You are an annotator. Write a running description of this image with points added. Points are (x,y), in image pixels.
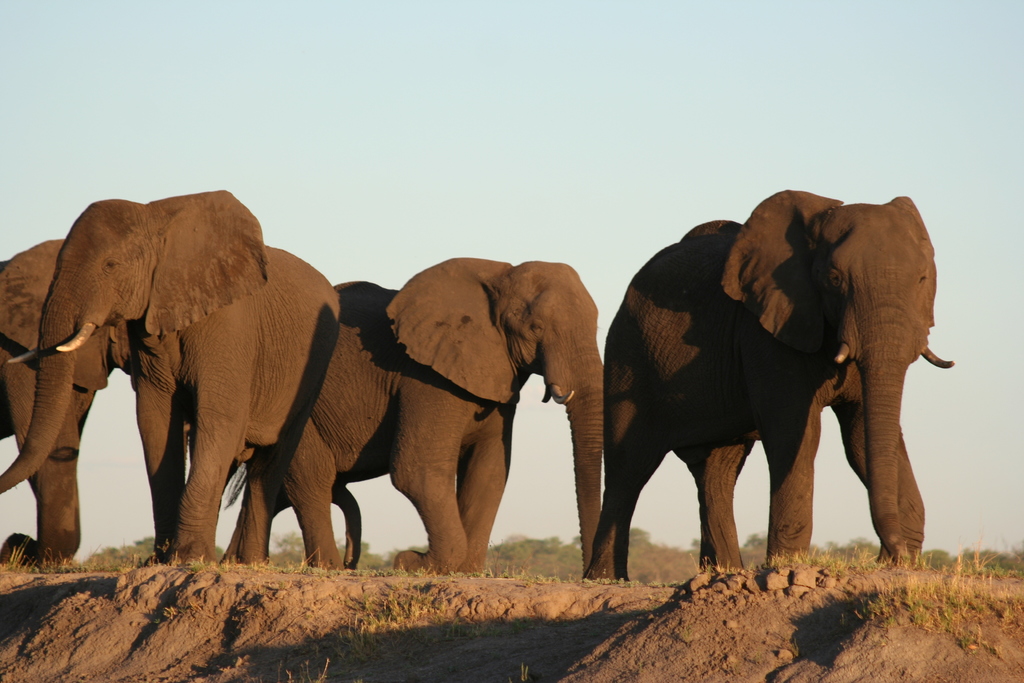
In this picture we can see four elephants (347,414) are walking, at the bottom (452,610) there is soil (727,633), in the background (692,558) we can see trees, there is the sky (573,201) at the top of the picture (460,113).
